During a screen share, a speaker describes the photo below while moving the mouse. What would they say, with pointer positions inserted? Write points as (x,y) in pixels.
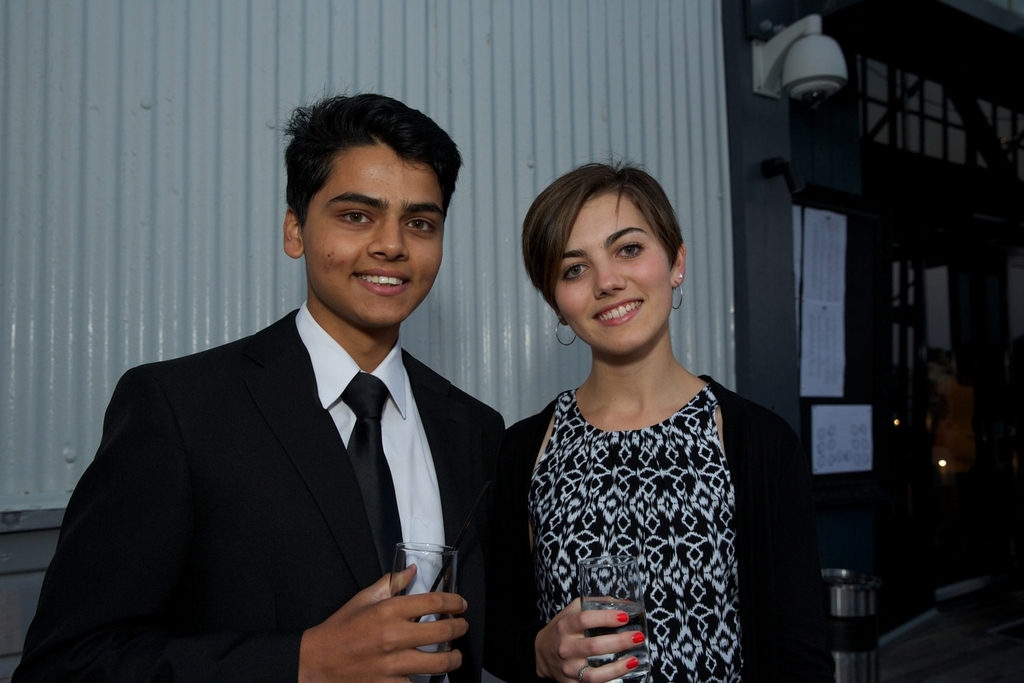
In this image in the front (545,435) there are persons (547,443) standing and smiling and holding glass (424,572) in their hands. In the background (526,126) there is a wall (795,320) and on the wall (785,304) there are objects (827,385), which are white in colour and there is a camera (798,73) and there is a door (918,347) and window (929,133) and there is a bin (862,620).
